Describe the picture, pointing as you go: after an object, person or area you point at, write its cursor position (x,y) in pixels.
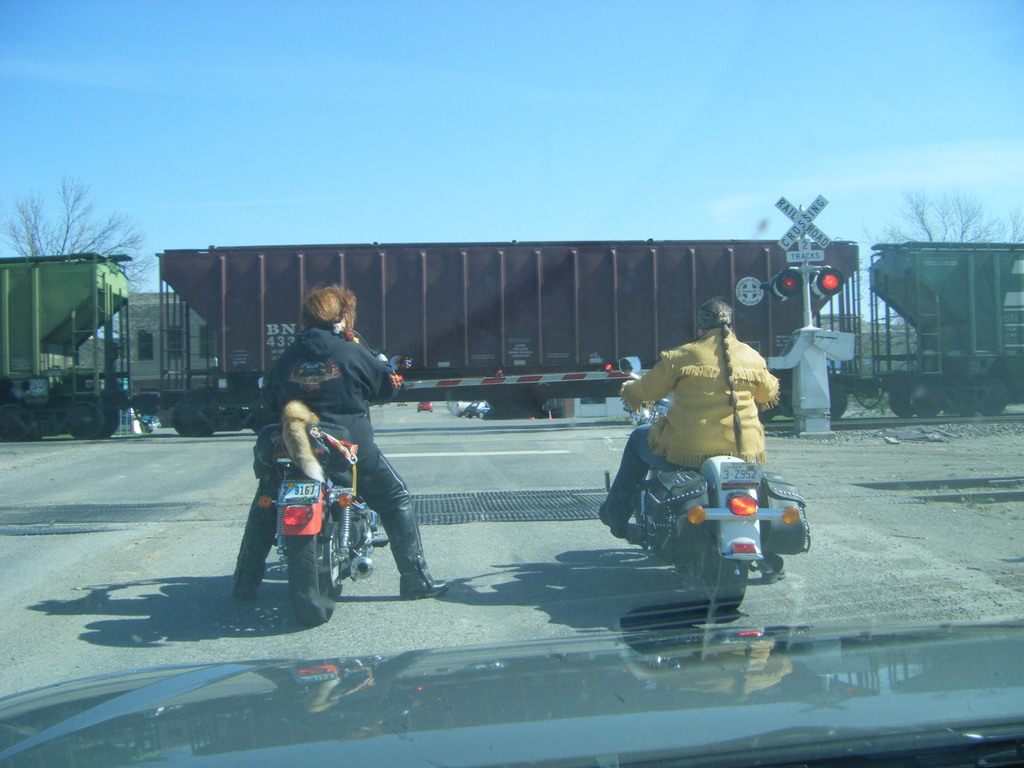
This picture is clicked outside the city. There are two people (642,430) riding bikes (713,496). In front of them, we see a vehicle (529,313) which is brown in color and on the right of the man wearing yellow jacket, we see traffic signals (837,281). Behind the train (927,250), we see trees (932,206) and sky (620,125).
